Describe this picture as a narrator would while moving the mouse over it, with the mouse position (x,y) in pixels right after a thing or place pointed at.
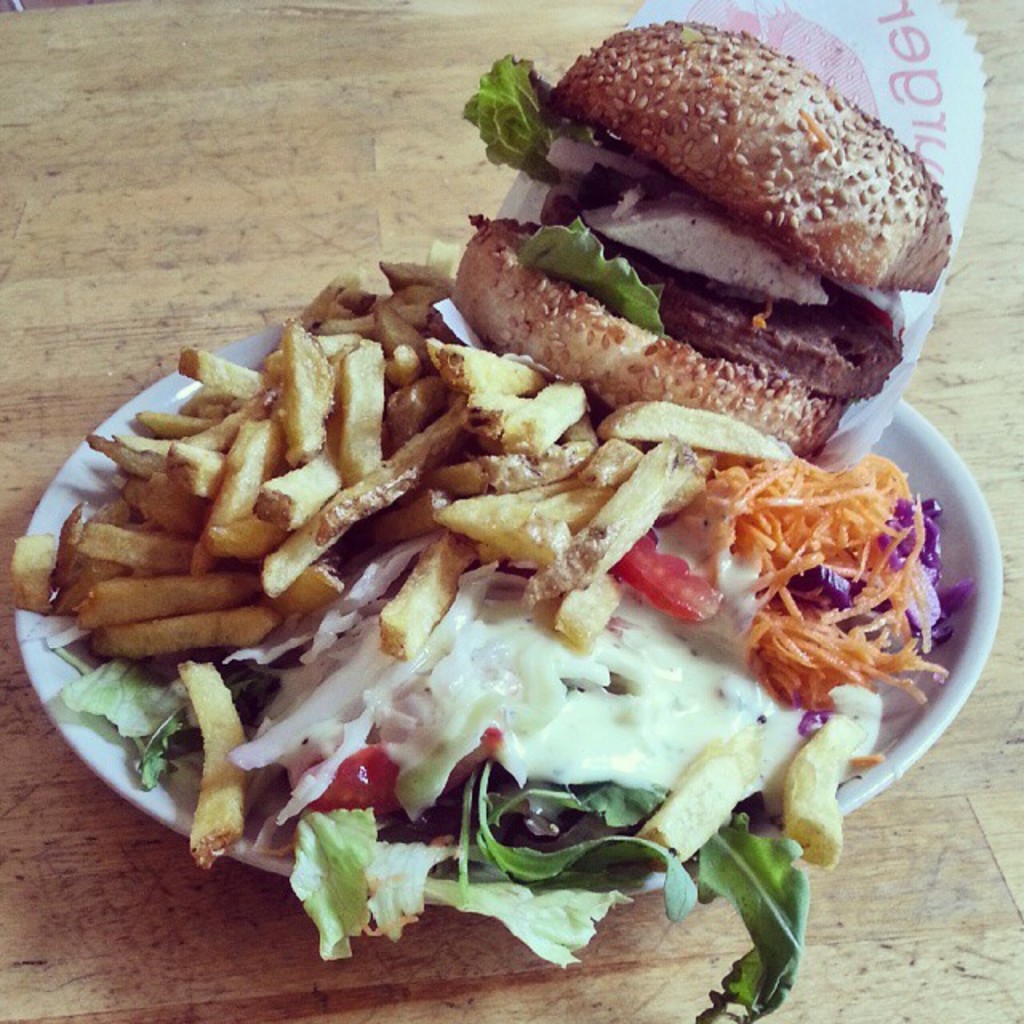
In this image we can see a serving plate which consists of food (592,438) and is placed on the table (211,136).
